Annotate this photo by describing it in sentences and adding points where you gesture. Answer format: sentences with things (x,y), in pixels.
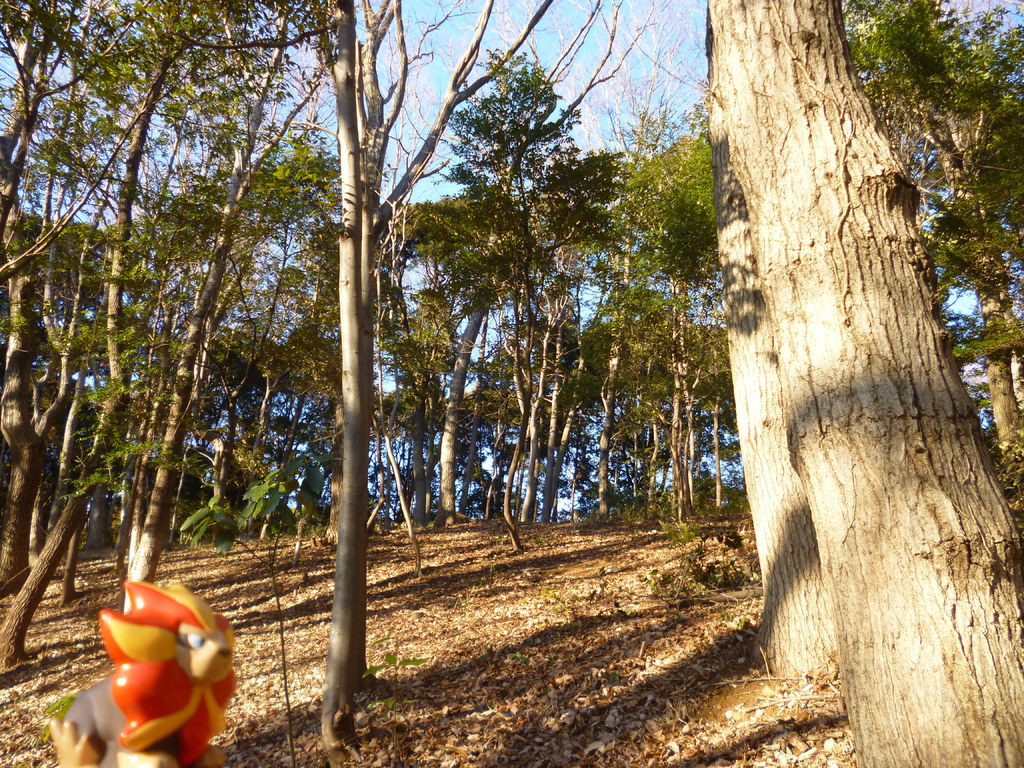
In this picture, we can see a few trees (851,337) and a toy (201,686) in the bottom left corner (133,746) and the ground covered with dry leaves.
